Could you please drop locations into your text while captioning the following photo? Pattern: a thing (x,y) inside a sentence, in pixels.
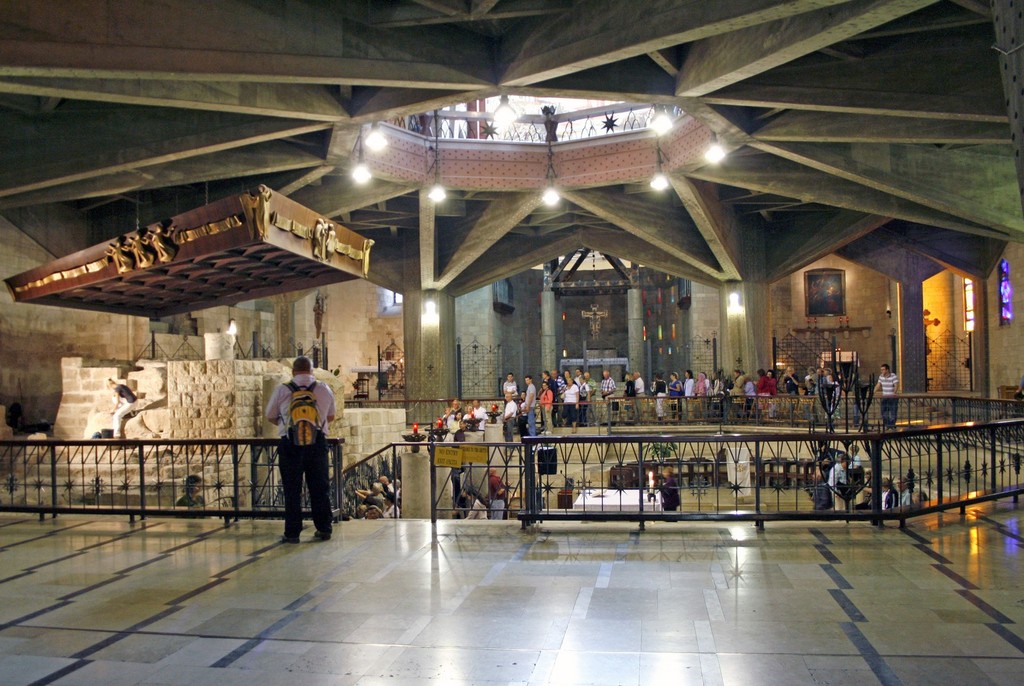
This picture shows the inner view of a building (786,580). Some lights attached to the ceiling (365,228), some chairs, some people (123,401) are sitting, some tables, some glass windows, some lights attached to the wall (868,294), one photo frame (835,308) attached to the wall (852,326), some objects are on the floor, some people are sitting, two boards (445,468) attached to the fence (533,487), one iron fence (1000,428), some gates (952,373) and some objects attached to the wall (934,371).
